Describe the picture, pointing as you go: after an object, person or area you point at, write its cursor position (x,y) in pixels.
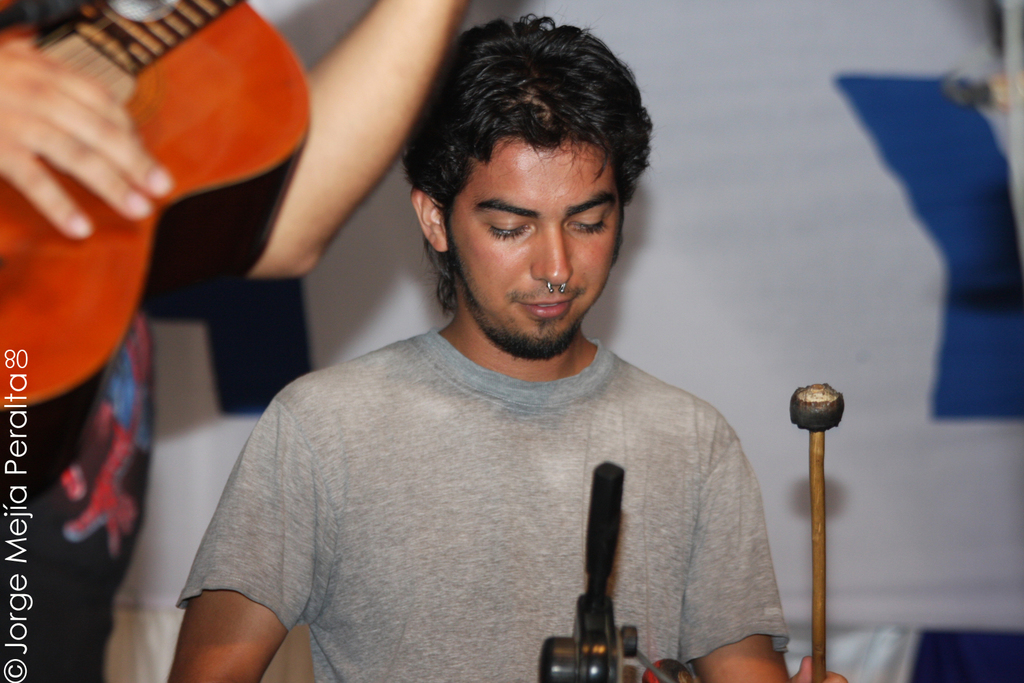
Here we can see a man (188,640), he is having a nose ring (557,283) and he is holding stick (805,428) probably playing drums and at the left side (49,401) we can see other person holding guitar (248,31).
